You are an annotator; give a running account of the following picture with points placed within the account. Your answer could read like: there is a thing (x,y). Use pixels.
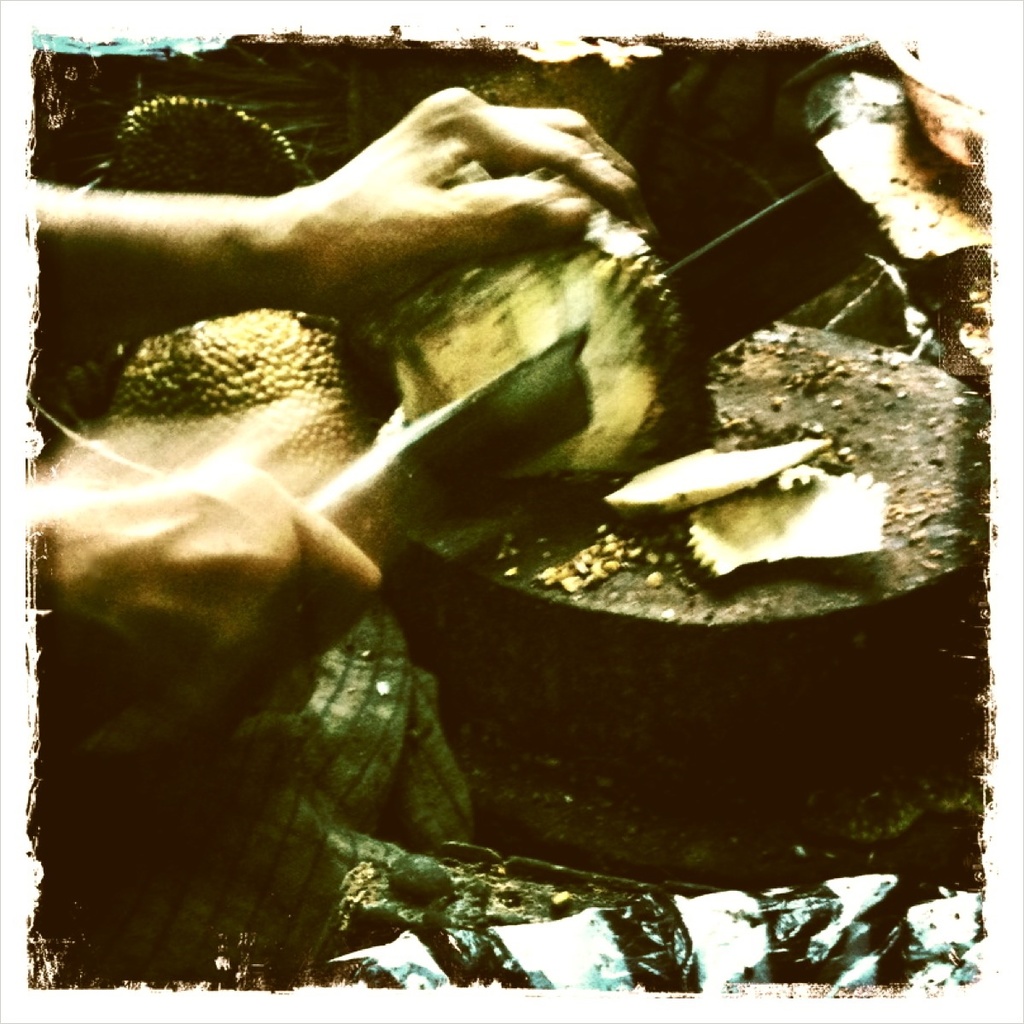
In this image I can see a person (328,519) is cutting a fruit (781,517) with knife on wood (677,571). This image looks like a photo frame (33,117).
